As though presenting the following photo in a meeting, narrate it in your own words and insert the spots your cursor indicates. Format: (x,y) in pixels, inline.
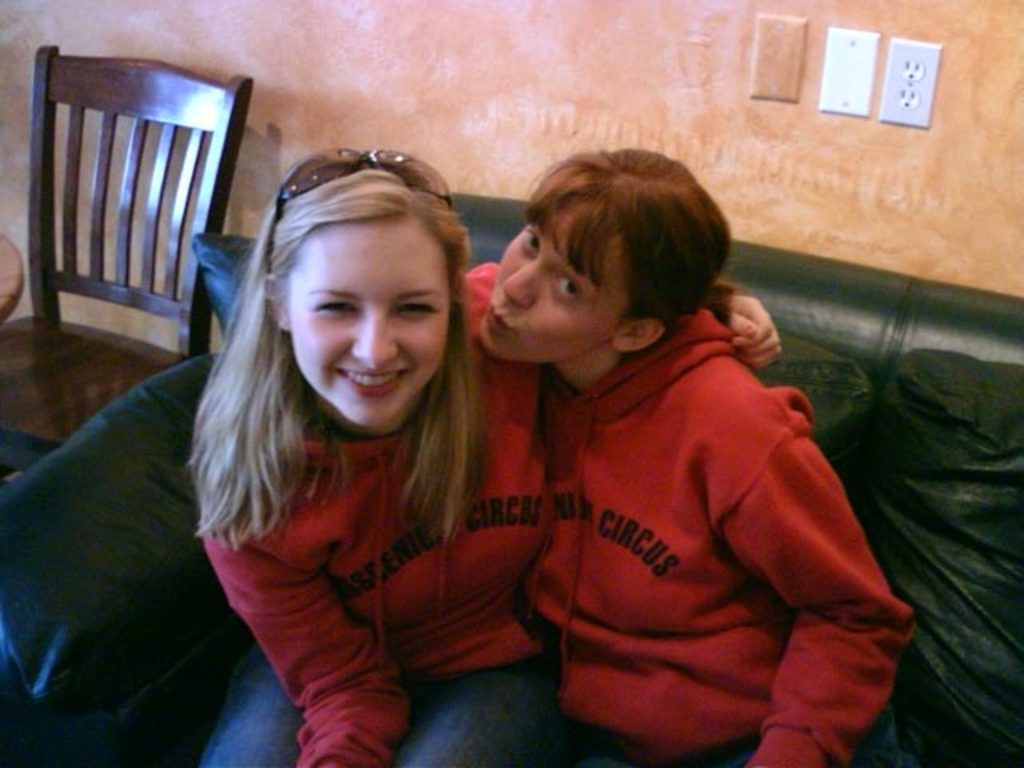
In this picture there are two women (485,552) sitting on the couch (970,628) with some pillows (923,637) and one of them is smiling and the other one is looking at the camera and beside them there is a chair (72,215) and in backdrop (618,77) there is a wall (794,186).
